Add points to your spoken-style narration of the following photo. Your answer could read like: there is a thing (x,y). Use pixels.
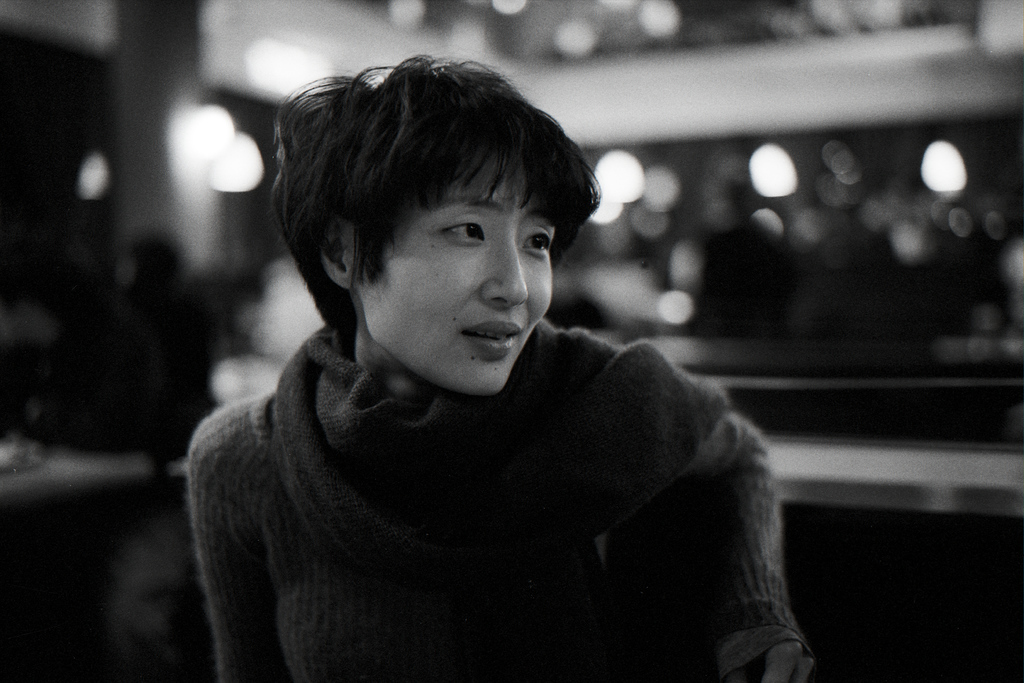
This is a black and white pic. Here we can see a woman (451,377). In the background (103,84) the image is blur but we can see wall (162,99), lights (948,171) and there are few persons (123,382) and some other objects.
